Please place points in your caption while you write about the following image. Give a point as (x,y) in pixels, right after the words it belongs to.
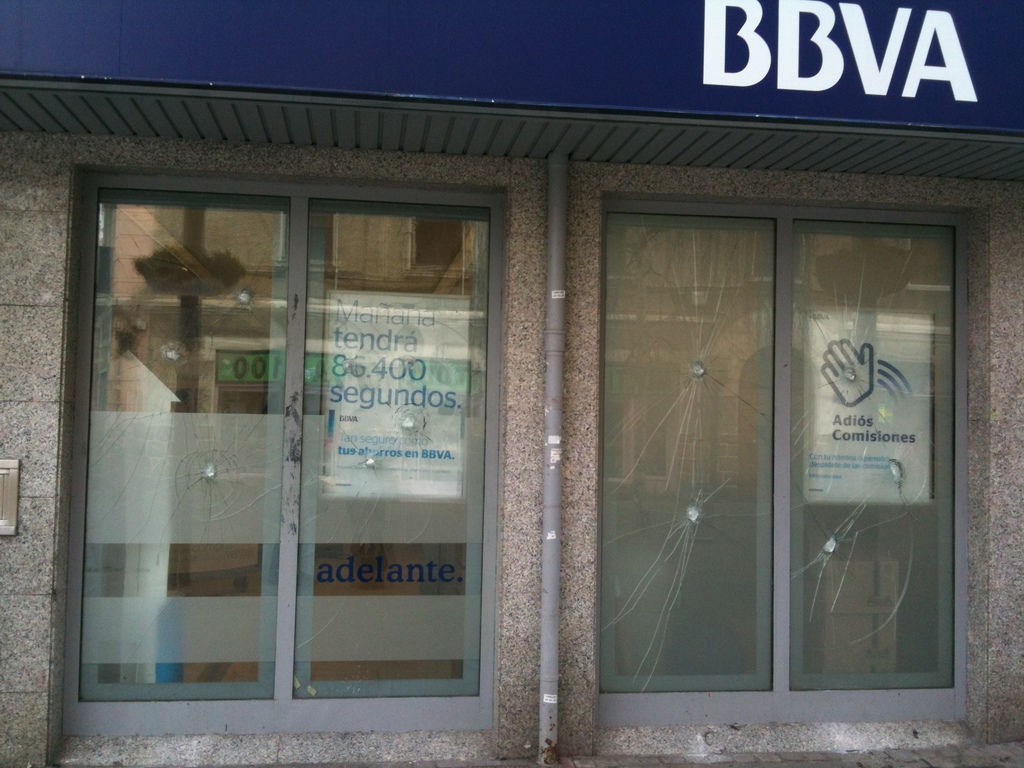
In this image we can see a building (517,424) with doors (431,395). On the wall (517,387) there is a pipe (550,418). Also there are some notices (436,412). And there is a name board (683,49) on the building (512,441).
